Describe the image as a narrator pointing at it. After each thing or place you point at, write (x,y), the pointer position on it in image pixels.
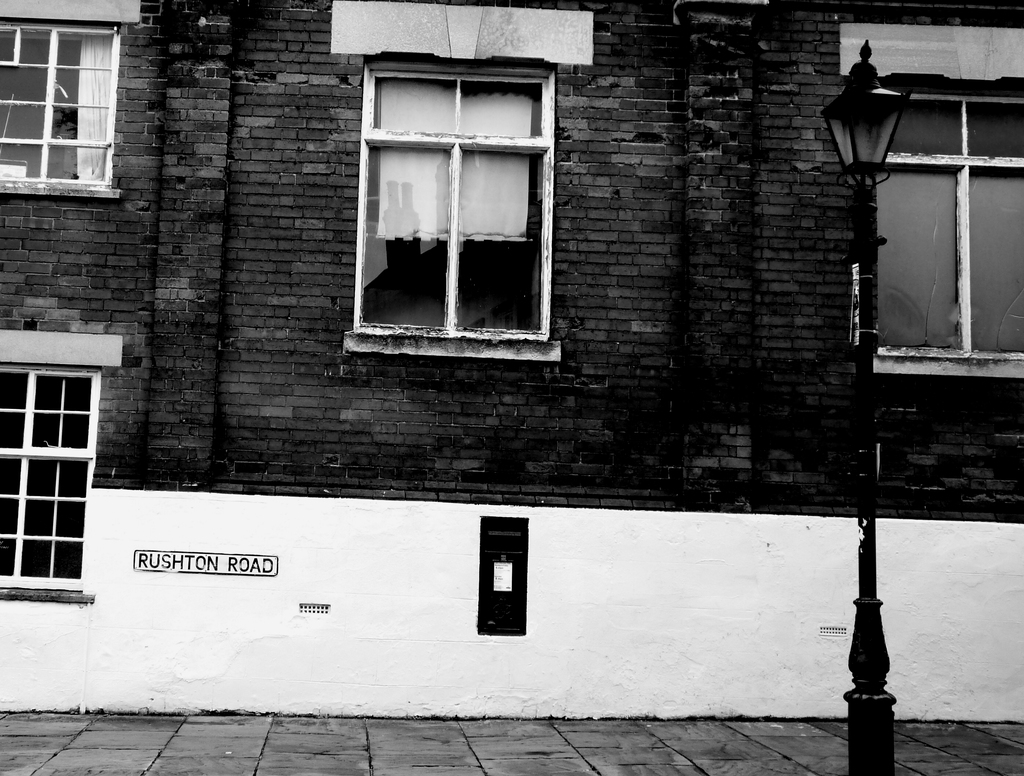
In this picture I can see the building (717,638). In the center (433,320) there are windows (405,299). On the right (859,554) there is a street light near to the white wall (793,625). On the white wall (376,542) I can see some black object (501,560) and name of the road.
